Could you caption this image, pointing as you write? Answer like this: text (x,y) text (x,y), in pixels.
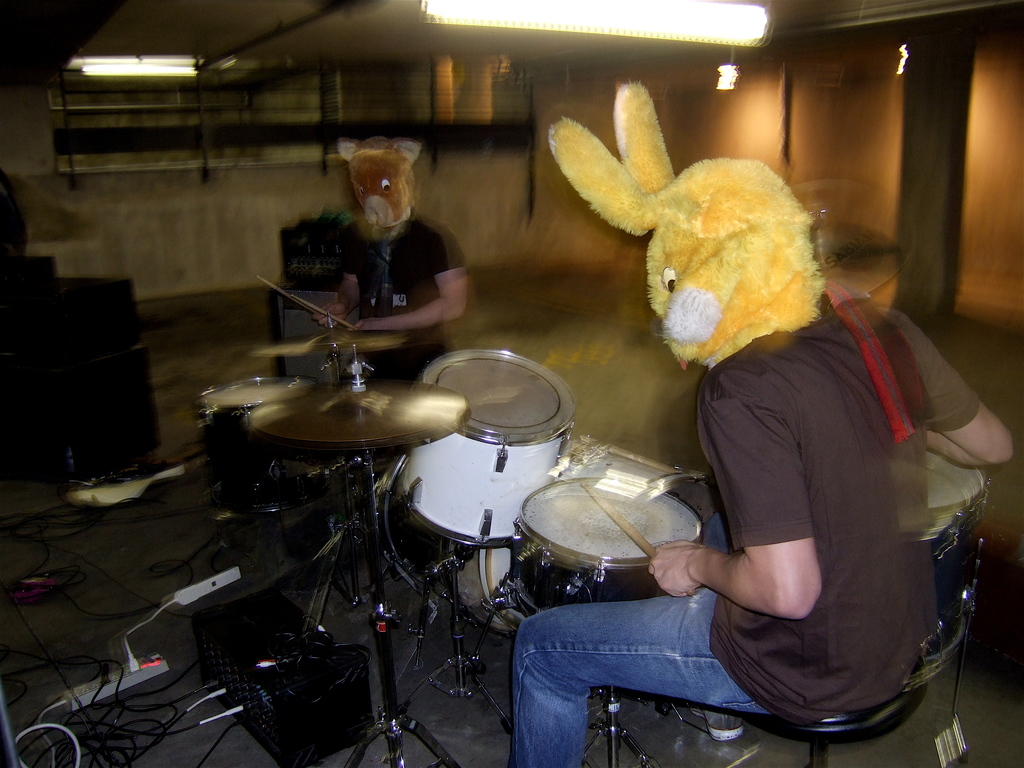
In this image, there are a few people (692,209) wearing masks (692,209). We can see some musical instruments (529,565). We can see the ground (594,396) with some objects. We can see the wall (537,133) with some objects (496,148). We can see some lights (671,5) and a pillar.
